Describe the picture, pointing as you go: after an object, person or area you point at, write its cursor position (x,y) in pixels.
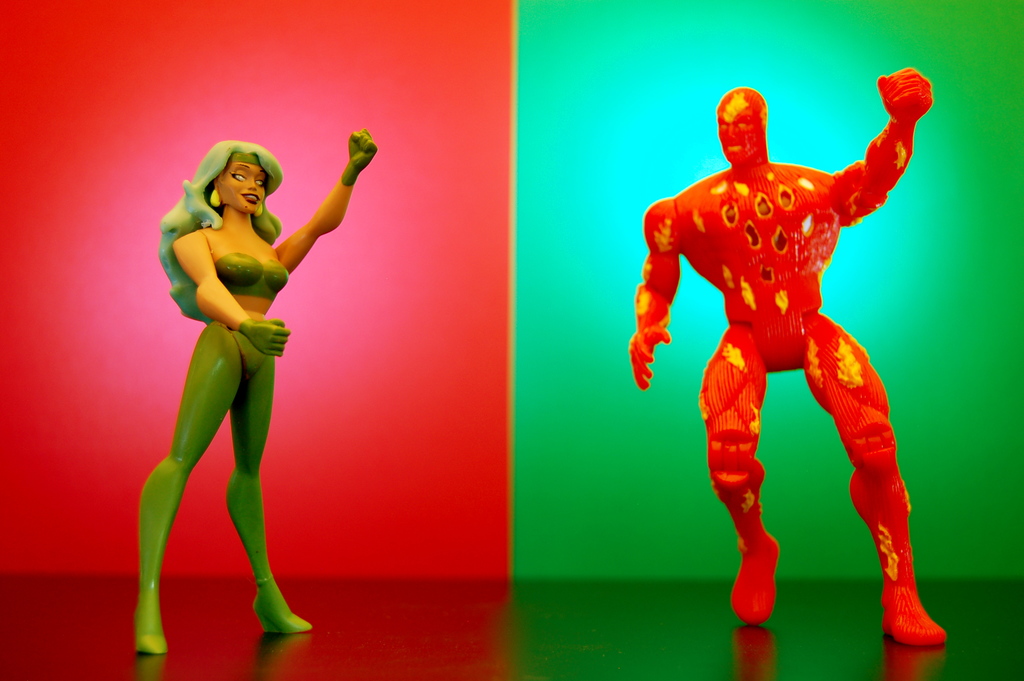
In this picture we can see toys (271,247) are there. In the background of the image (487,169) we can see red and green color are there. At the bottom of the image (522,645) we can see a floor (493,626).
